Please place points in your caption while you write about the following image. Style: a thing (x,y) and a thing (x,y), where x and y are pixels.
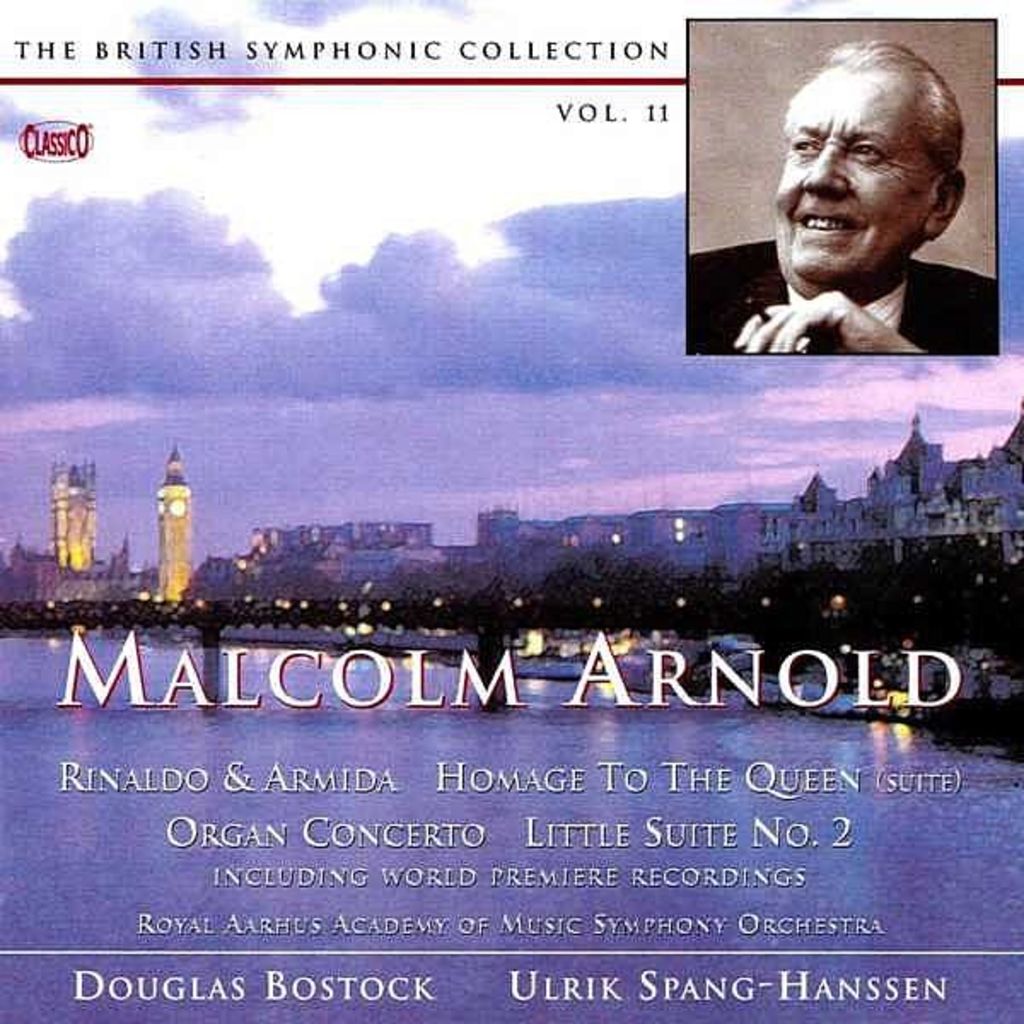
In this picture I can see there is a picture (884,268) of a man (822,232) here on the top right (861,151) and he is smiling and there is a river (412,767), a bridge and there are few buildings (442,551) in the backdrop (177,508) and there are trees (442,568) and the sky (338,310) is cloudy. There is something written here at the bottom of the image (626,988).
